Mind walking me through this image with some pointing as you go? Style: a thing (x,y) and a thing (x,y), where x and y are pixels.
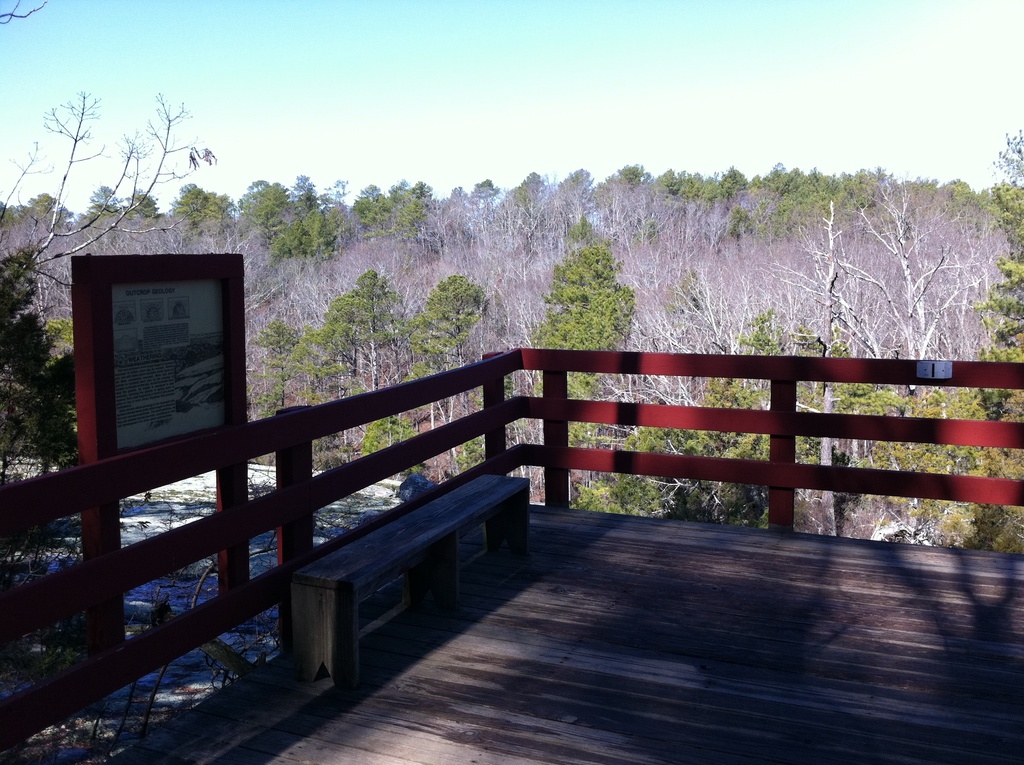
In this image, I can see a bench (420,517), fence (198,449) and a wooden surface (564,607). On the left side of the image (186,394), I can see a board (186,376). In the background (357,271), there are trees (650,247) and the sky (637,131).
